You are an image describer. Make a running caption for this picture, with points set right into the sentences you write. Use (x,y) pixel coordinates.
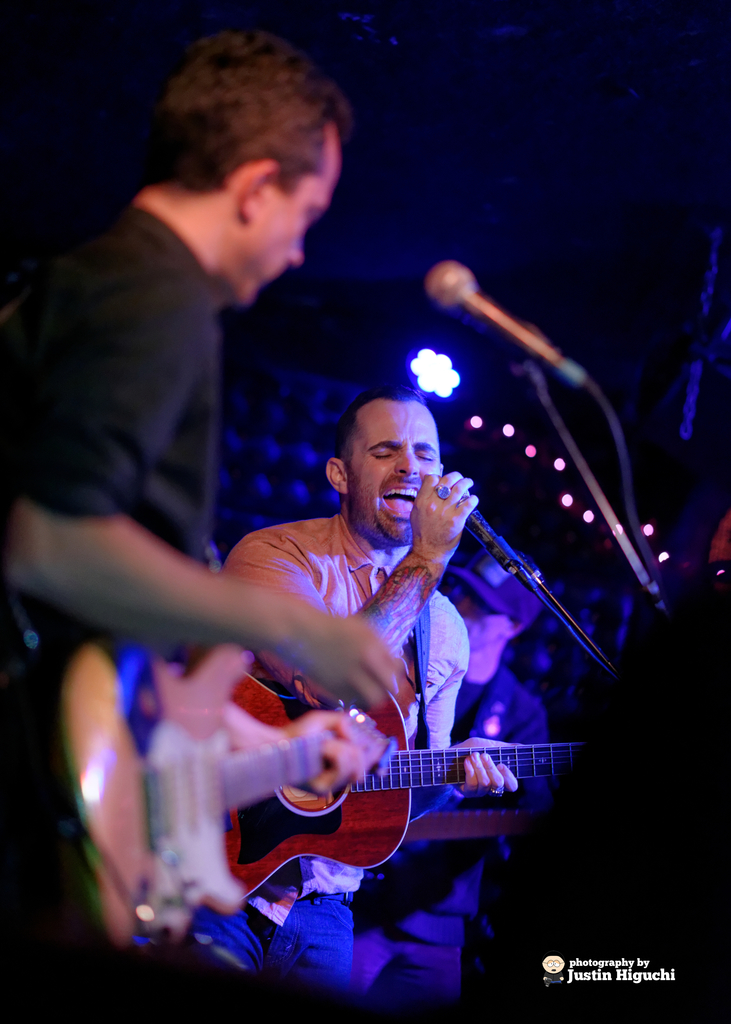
This is a picture taken in the dark, there are two people (198,642) performing the music. The man (43,844) in black shirt (144,465) holding a guitar (133,848) and the other man (367,593) is also holding a guitar (374,787) and singing a song. Background of this people (231,598) is a light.
